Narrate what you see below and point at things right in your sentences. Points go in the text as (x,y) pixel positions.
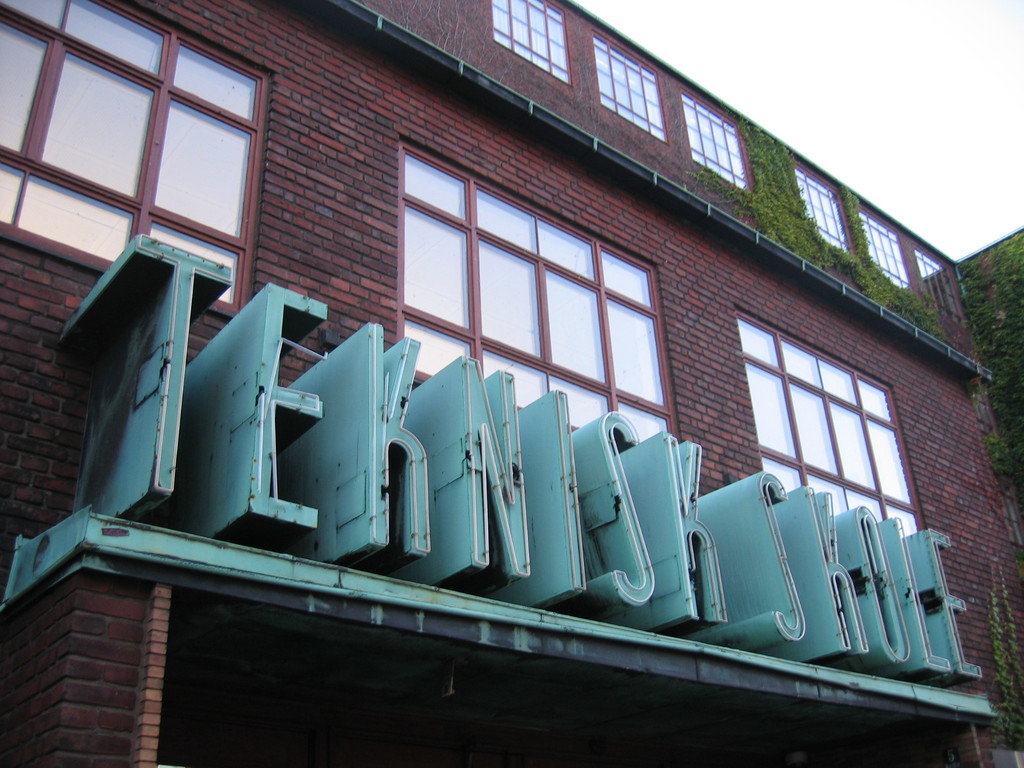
In this image, we can see a building (209,551), brick walls (957,443), windows (648,117), plants (831,249) and text (479,547). Right side (775,57) top of the image (824,89), there is the sky (829,41). At the bottom of the image (956,748), we can see few objects (1007,759).
